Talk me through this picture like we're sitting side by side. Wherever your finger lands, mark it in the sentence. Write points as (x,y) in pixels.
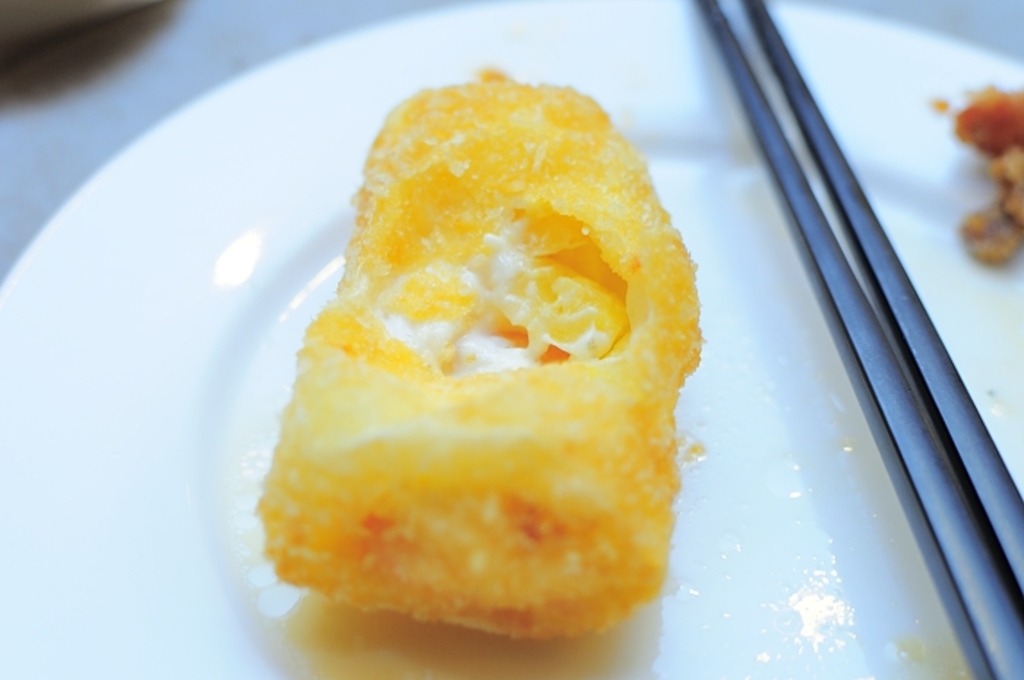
In this image, I can see a plate (350,91), which contains food item (590,322) on it. I think these are the chopsticks (900,329).
